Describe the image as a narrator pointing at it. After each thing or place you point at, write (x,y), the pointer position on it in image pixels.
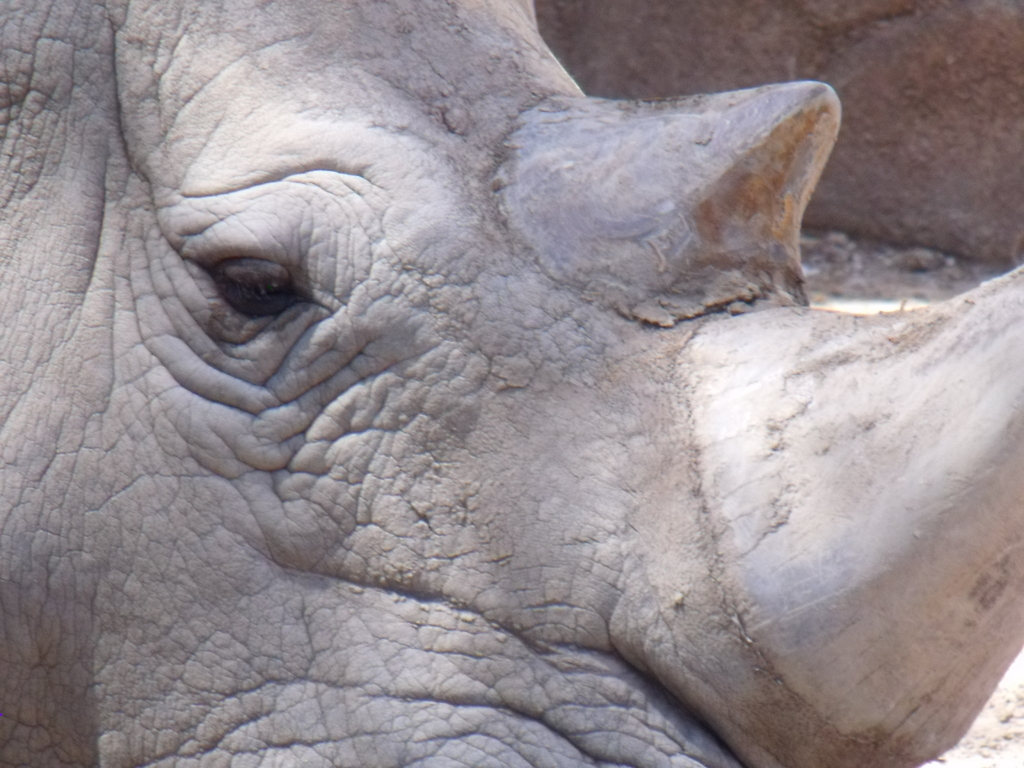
In the background (637,52) we can see the wall (919,49). This picture is mainly highlighted with the partial part of a rhinoceros (535,529).
